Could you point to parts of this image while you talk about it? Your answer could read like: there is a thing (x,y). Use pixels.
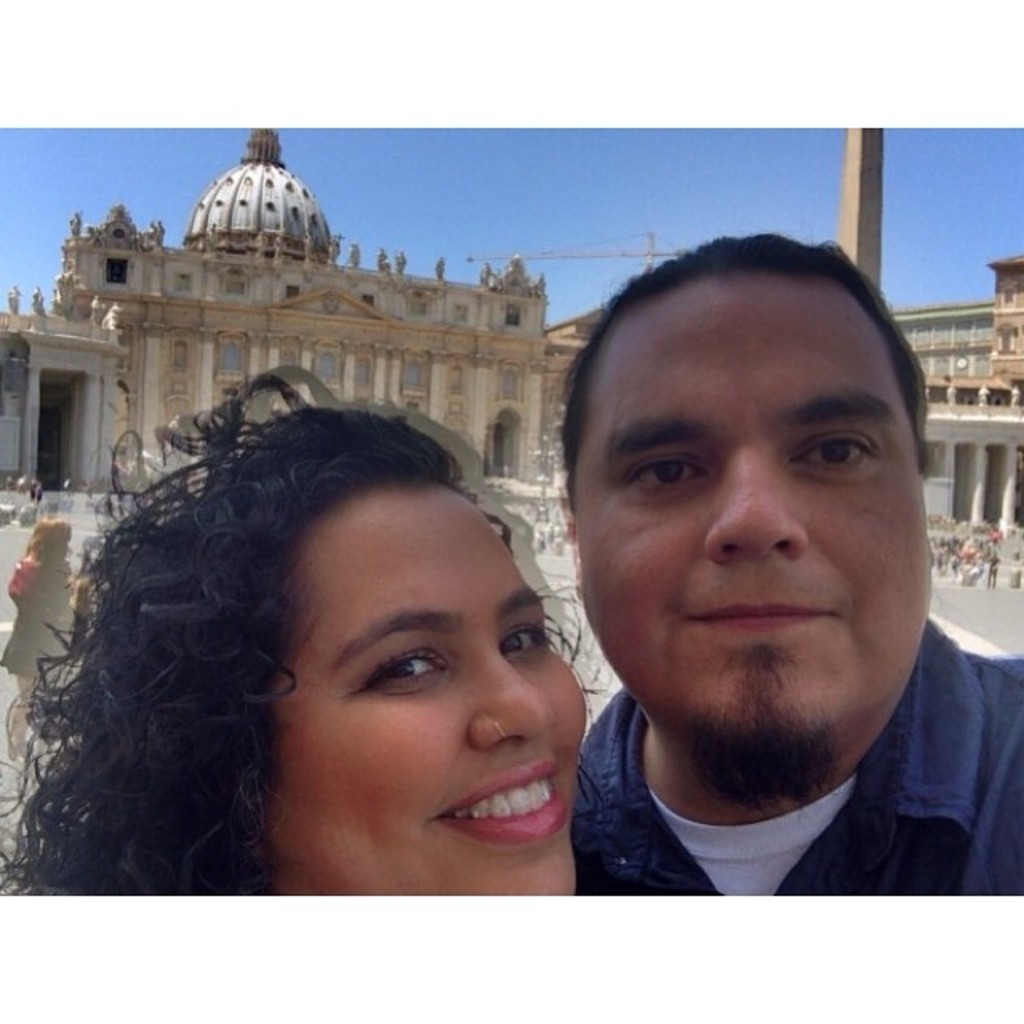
In the image two persons (720,358) are standing and smiling. Behind them few people (19,636) are standing and there are some buildings (279,230). At the top of the image (23,157) there is sky (1005,235).
